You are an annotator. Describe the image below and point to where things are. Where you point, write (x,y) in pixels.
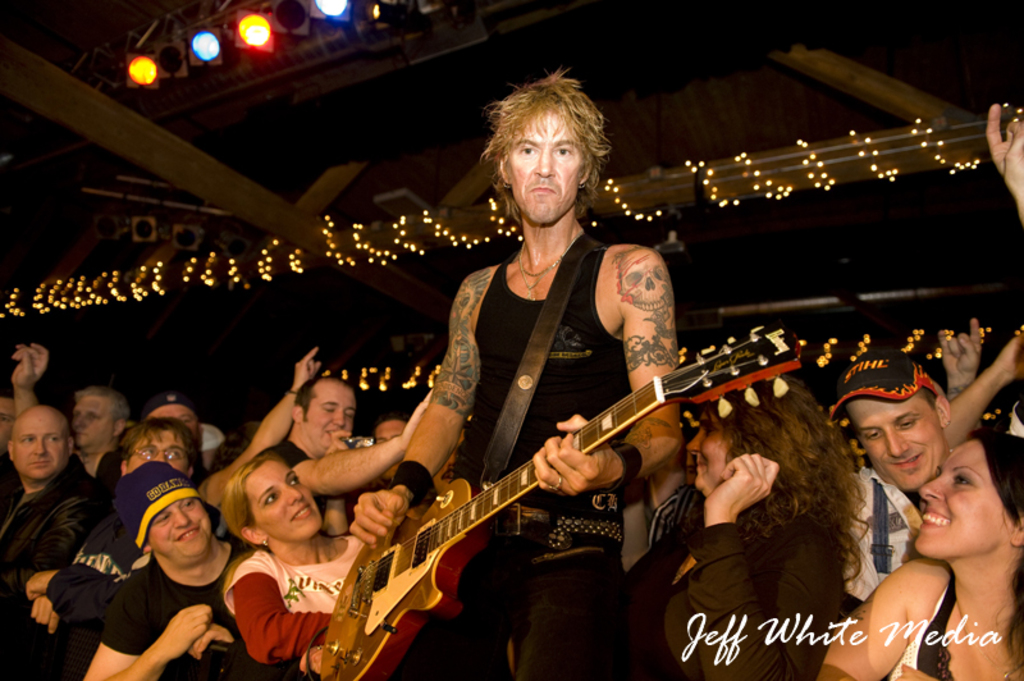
In this image I can see a person (546,481) holding the guitar (506,485). Around him there are group of people (782,471) standing. Among them one person (873,396) is wearing the cap (927,385) and he is smiling. In the top (288,22) there are lights (331,8).
